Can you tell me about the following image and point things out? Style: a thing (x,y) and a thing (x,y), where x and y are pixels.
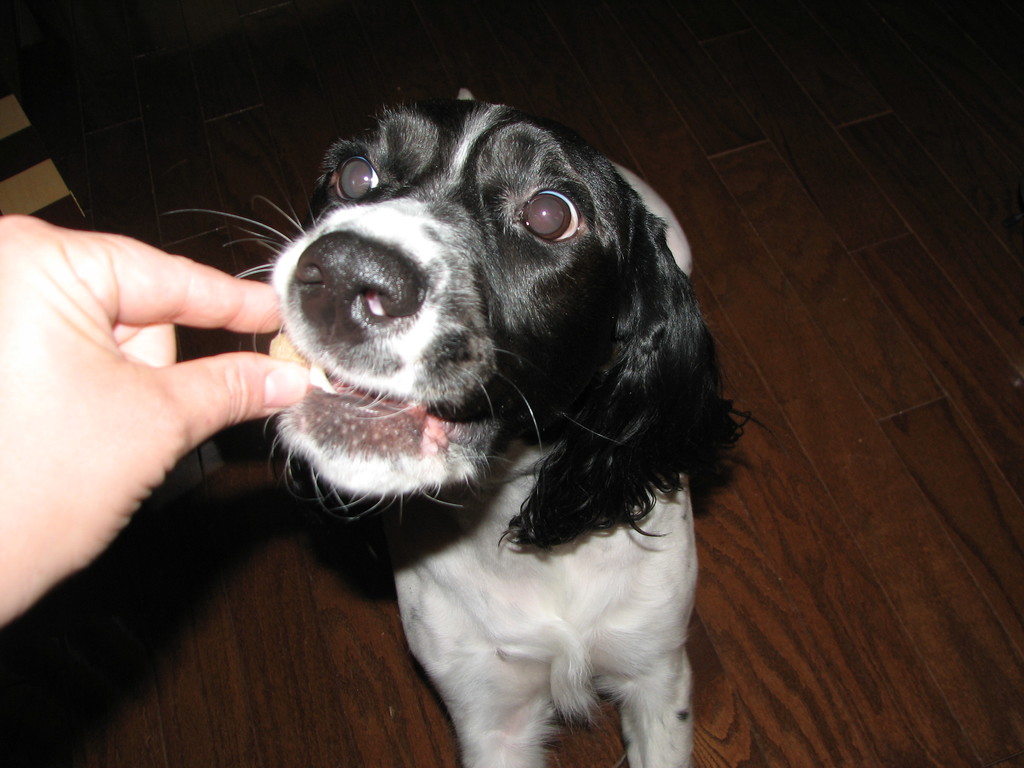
In this image, we can see a person (202,282) feeding a dog (373,338). At the bottom (831,535), there is a floor (784,293).
